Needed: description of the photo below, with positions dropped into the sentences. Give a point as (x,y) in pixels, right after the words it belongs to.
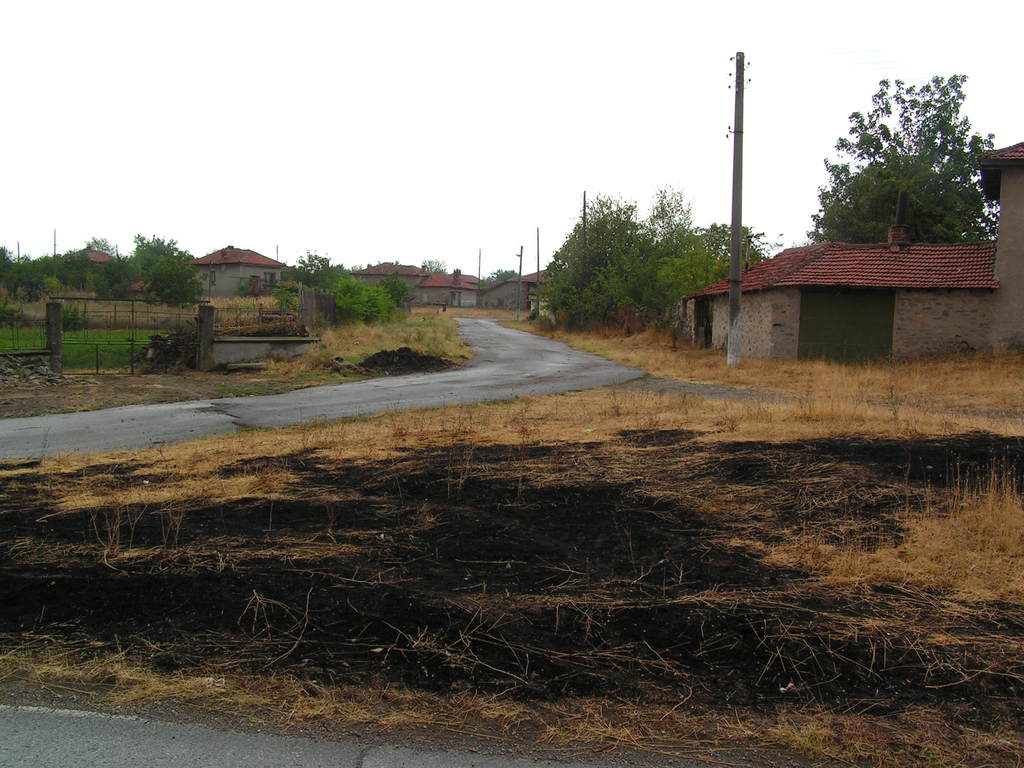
In the image I can see a place (445,523) where we have some houses (907,255), trees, plants (126,270), dry grass (606,410) and some poles (738,166).
